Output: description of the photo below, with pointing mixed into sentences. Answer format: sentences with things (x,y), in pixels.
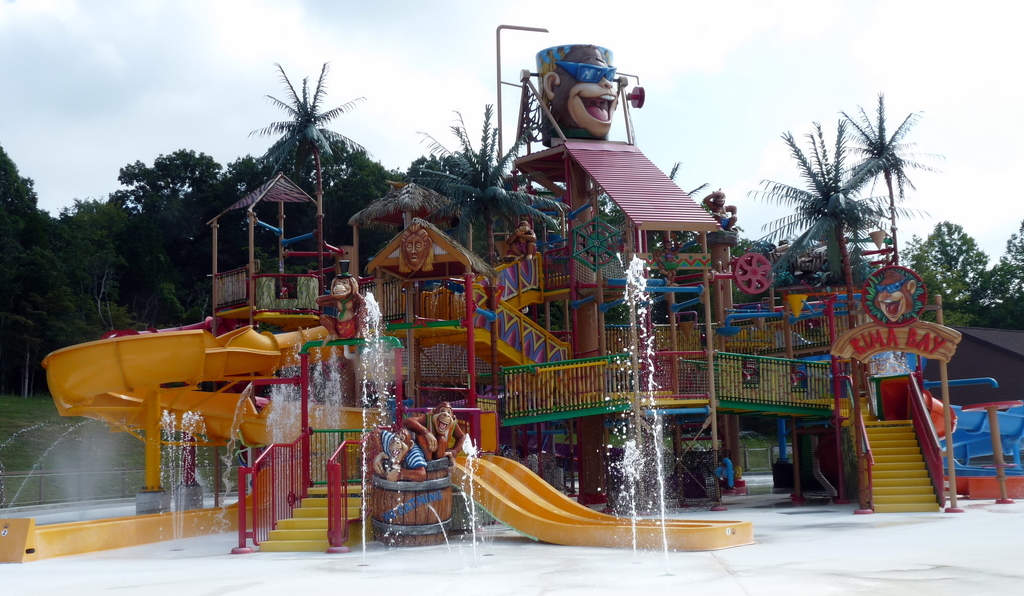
This picture is clicked outside. In the foreground (517,573) we can see the ground (520,573). In the center (576,389) we can see the slides (214,402), staircases (896,429), railing (704,387), pillars (467,343), fountains (470,460) and the sculptures (447,437) of animals (884,299) and some other objects (875,269). In the background (422,35) we can see the sky (421,59), trees (972,250) and the green grass (66,445). In the right corner (992,343) there is an object (1000,356) which seems to be the cabin (996,359).
